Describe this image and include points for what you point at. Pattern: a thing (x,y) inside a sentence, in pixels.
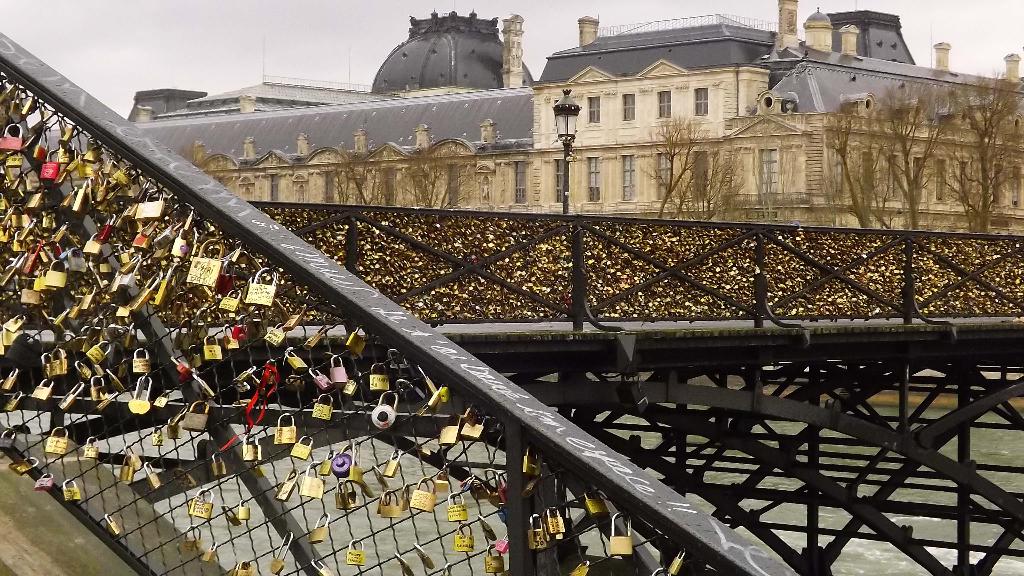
In this picture there is trestle (568,439) in the image and there are locks (9,442) on it and there are trees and buildings (522,123) at the top side of the image (574,80).
